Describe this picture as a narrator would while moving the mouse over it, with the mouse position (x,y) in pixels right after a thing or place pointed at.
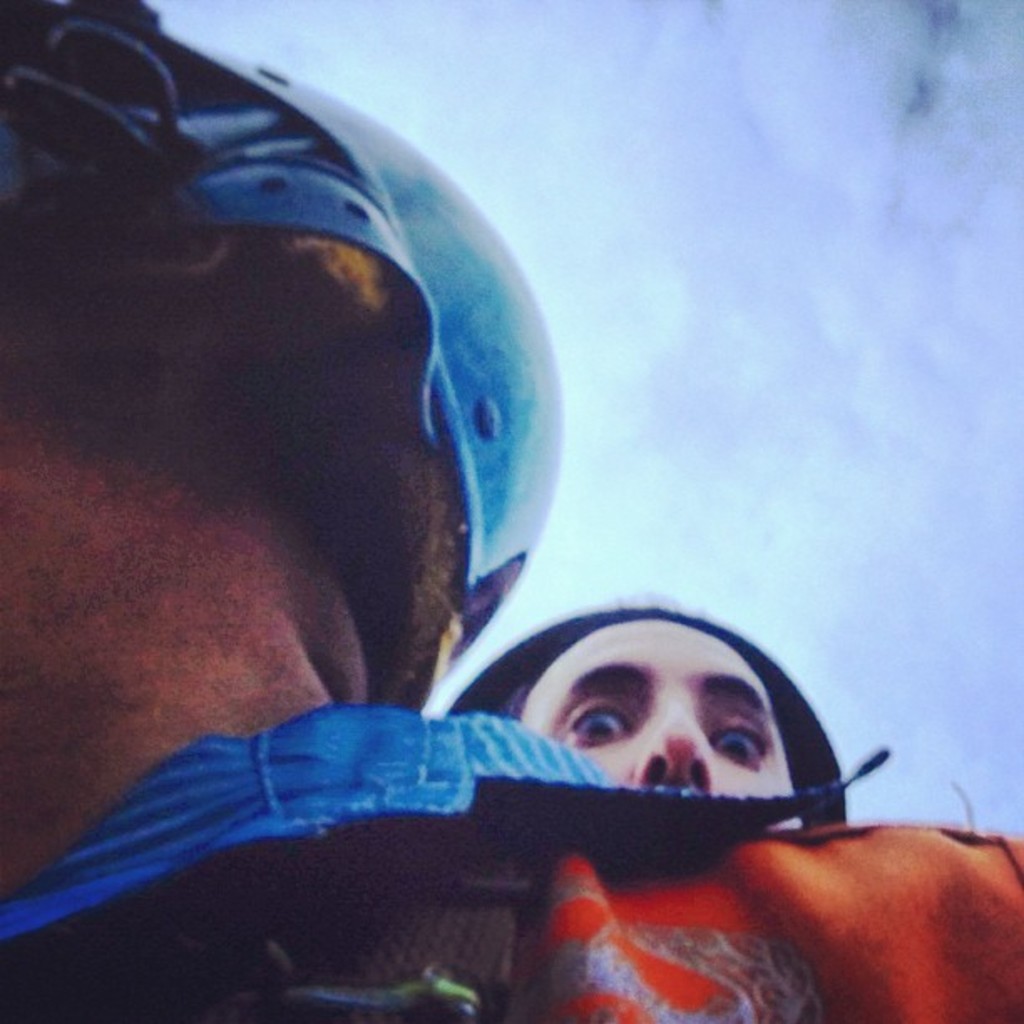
In this image I can see two persons (148,723) and I can see one of them is wearing a helmet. On the right side of the image (801,621) I can see clouds (732,136) and the sky (760,578).
